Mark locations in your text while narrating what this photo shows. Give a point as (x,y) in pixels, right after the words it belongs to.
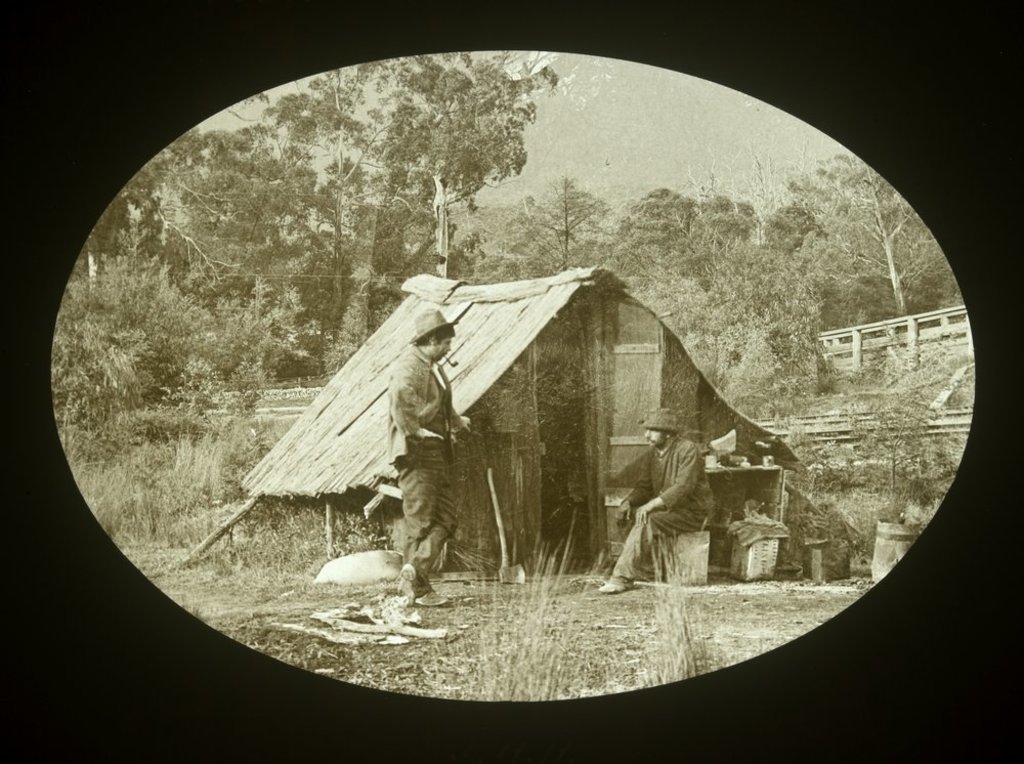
This image consists of a poster (847,285). This image is a black and white image. At the bottom of the image (545,643) there is ground (447,615) with grass (223,569) on it. In the background (381,261) there are many trees (756,285) and plants (223,293). On the right side of the image (839,358) there is a wooden fence (905,324). In the middle of the image (354,465) there is a hut (557,423) and there are a few things (758,542). A man (693,503) is sitting and a man (431,493) is standing on the ground (387,616).
